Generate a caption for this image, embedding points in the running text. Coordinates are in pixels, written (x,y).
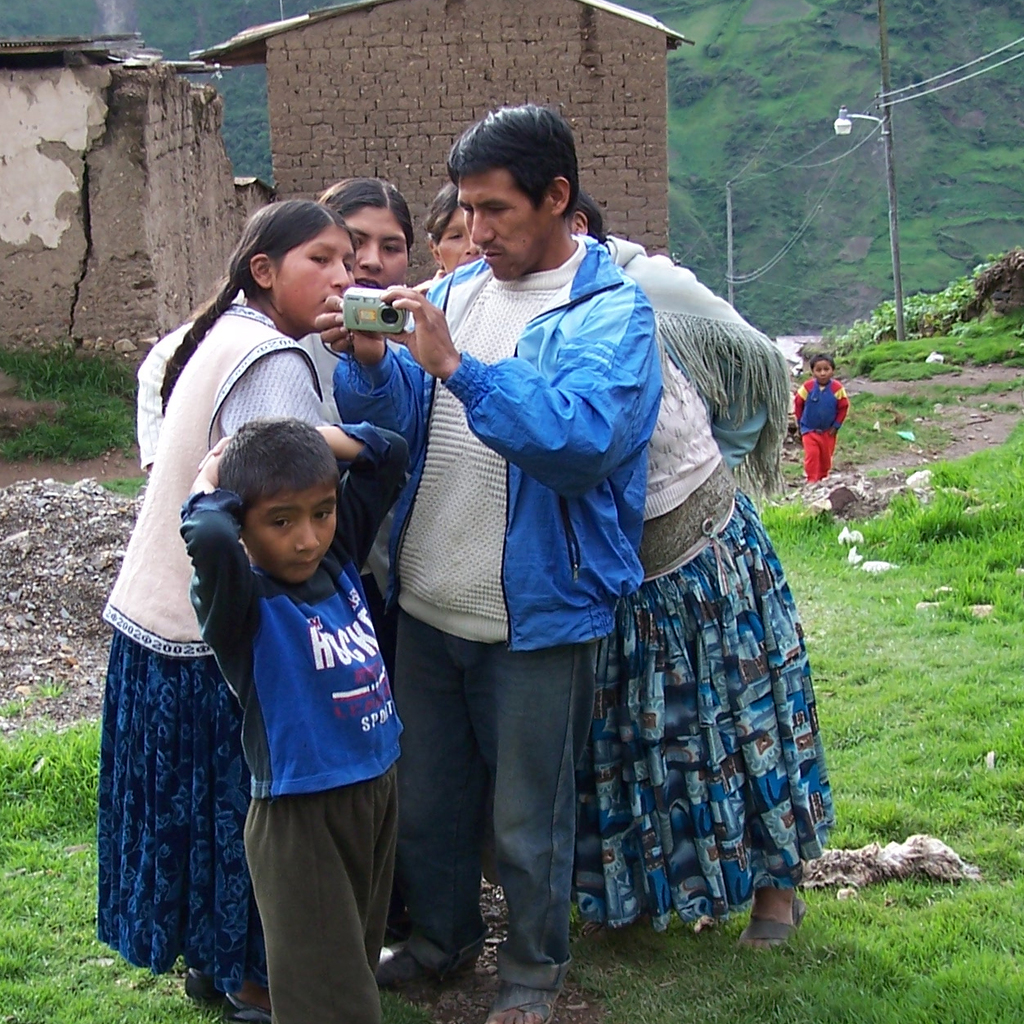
In this image we can see there are people (407,465) standing on the ground (939,596) and one person (433,374) holding a camera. At the back (405,133) there are houses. And there are light poles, grass (938,629), stones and mountain (228,73).
